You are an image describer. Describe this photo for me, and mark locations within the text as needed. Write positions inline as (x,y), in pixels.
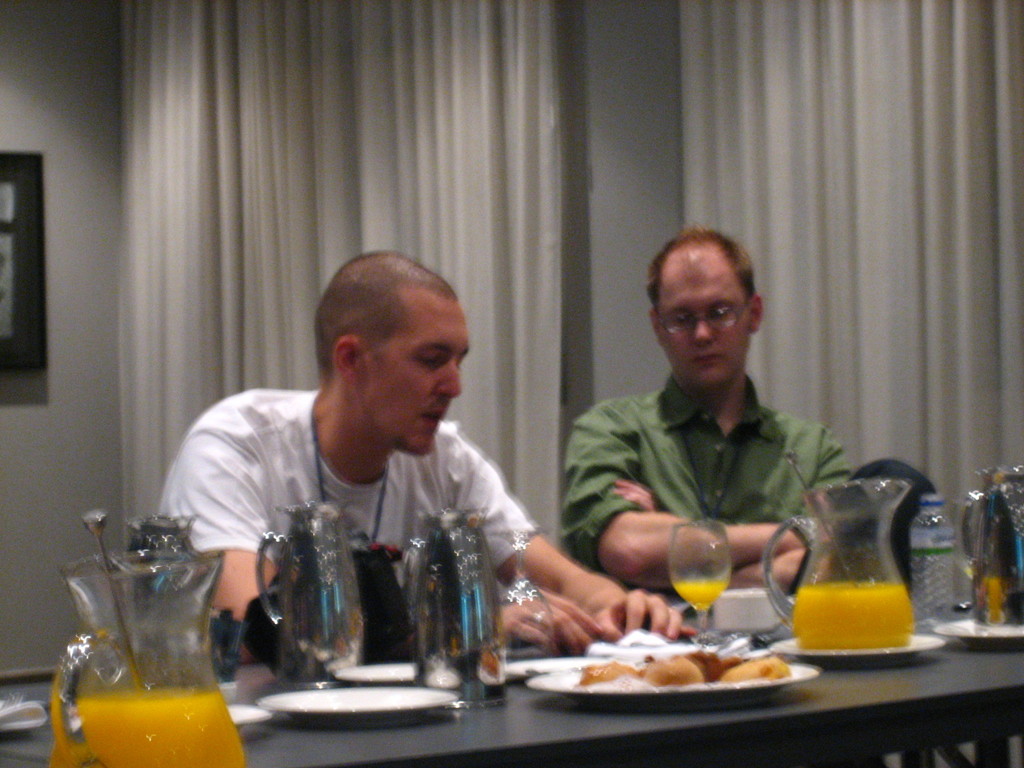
In this image we can see men (388,450) sitting at the table (509,707). On the table (500,717) there is a jar (478,539), glass (670,582), beverages (135,715), food (615,673), plates (597,688) and bottle (931,569). In the background (415,71) there is a wall (67,139), photo frame (26,247) and curtains (424,223).
